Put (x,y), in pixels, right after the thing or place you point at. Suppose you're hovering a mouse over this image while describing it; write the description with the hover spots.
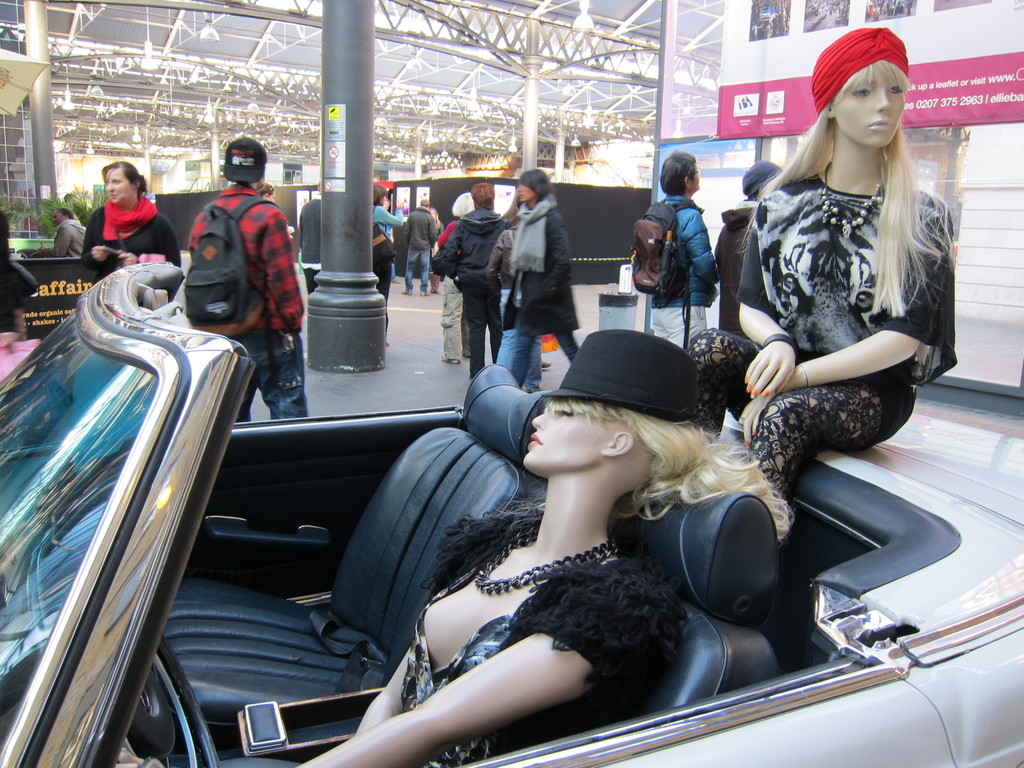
In this image, There is a car (904,730) which is in gray in that car (119,735) there is a statue (482,681) and in the right side (867,365) there is a statue (813,442) in the black color dress (838,340), In the background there some people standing and in the middle (352,296) there is a pole (346,233) which is in black color.
